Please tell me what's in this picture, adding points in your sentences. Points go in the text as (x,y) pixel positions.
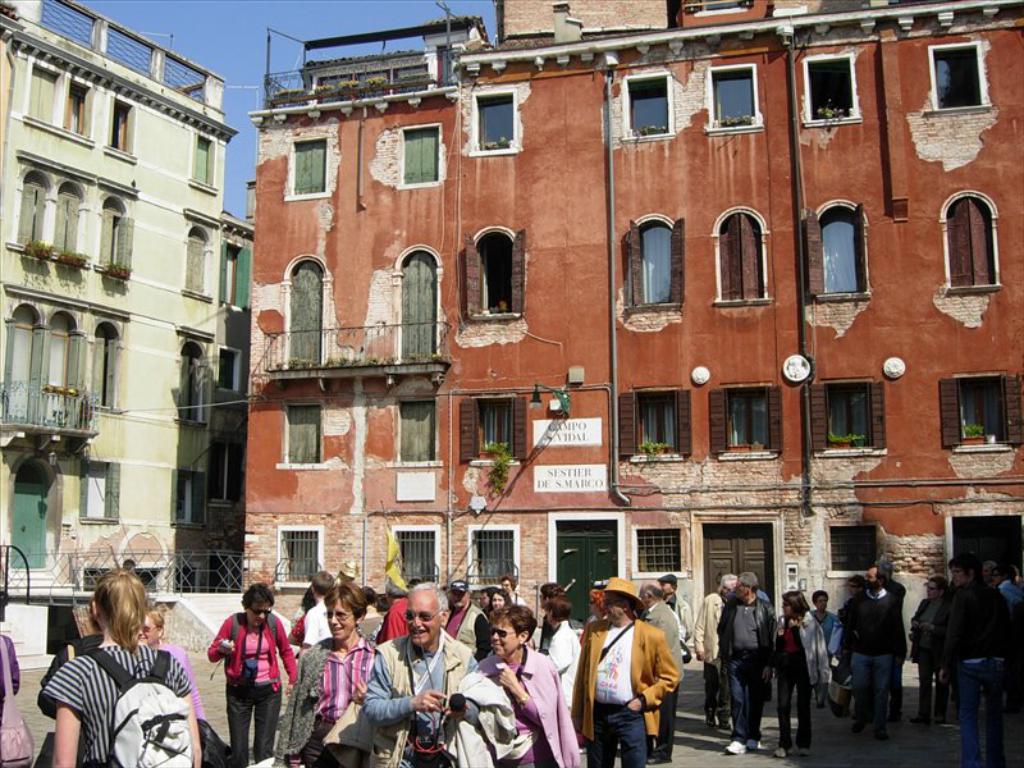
This picture is clicked outside the city (431,569). In this picture, we see many people (403,657) are standing on the road (828,746). Most of them are smiling. In the background (214,620), we see the railing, staircase (207,608) and the buildings (466,449). At the top (261,41), we see the sky (211,38).
